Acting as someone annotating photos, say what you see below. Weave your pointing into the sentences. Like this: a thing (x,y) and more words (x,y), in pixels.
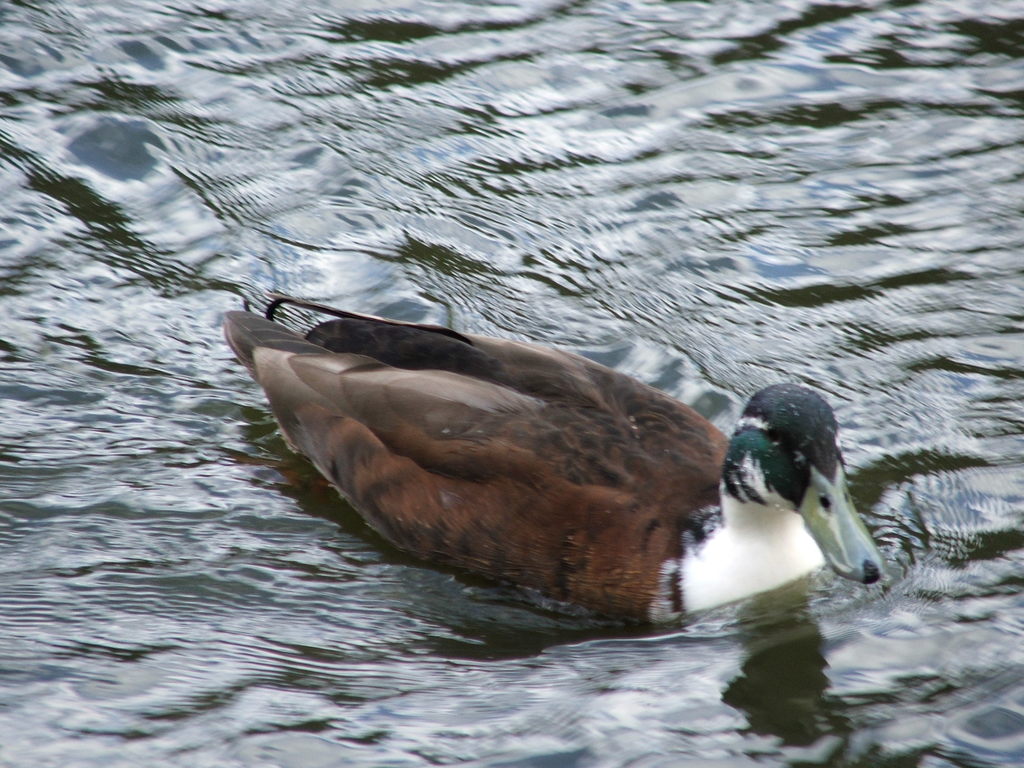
In this picture, we see the duck (666,531) in white, brown and black color is swimming in the water (562,608). In the background (168,463), we see water (369,652) and this water (388,711) might be in the pond (591,324).
